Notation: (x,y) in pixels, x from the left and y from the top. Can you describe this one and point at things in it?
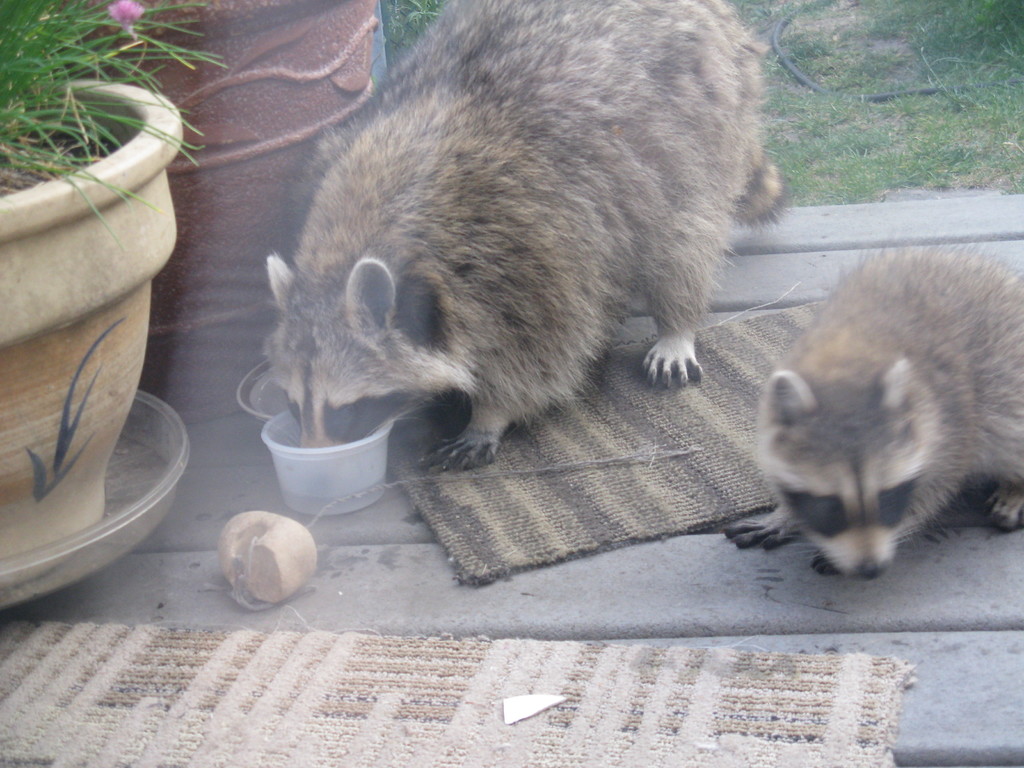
In this image I can see two animals (693,282) which are in black and brown color. In-front of one animal (436,303) I can see the box (316,499). To the side there are flower pots (141,113) and I can see the grass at the back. I can also see the pink color flower (129,13) to the plant (92,28).
